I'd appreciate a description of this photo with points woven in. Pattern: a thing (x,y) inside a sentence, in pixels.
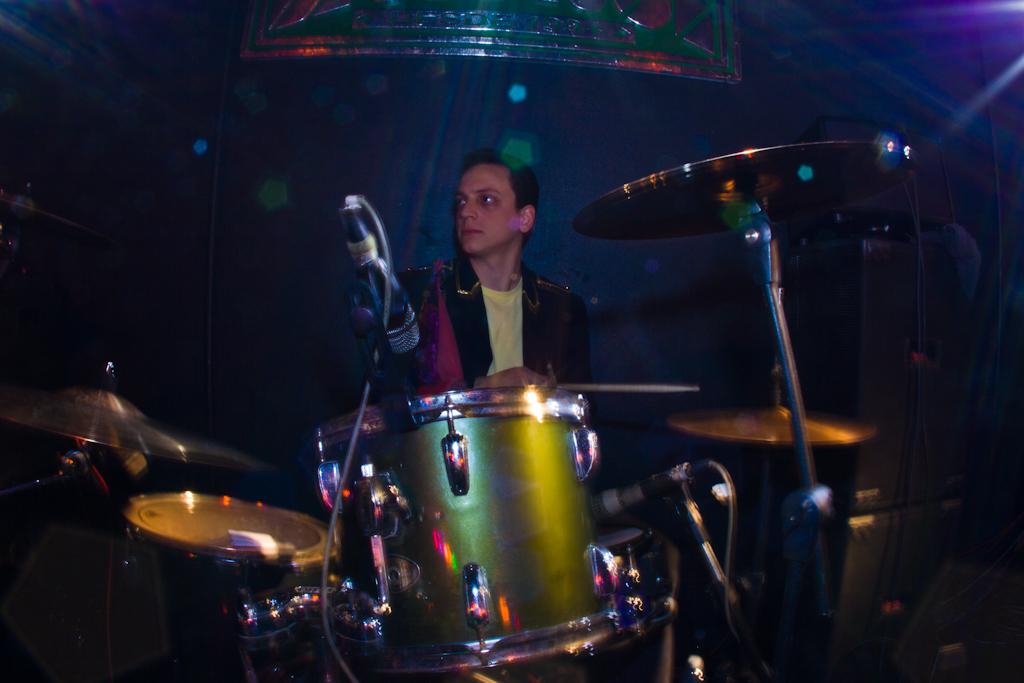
In this image I can see the person (494,311) in-front of the drum set (426,549). The person (554,334) is holding the stick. In the back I can see some lights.
